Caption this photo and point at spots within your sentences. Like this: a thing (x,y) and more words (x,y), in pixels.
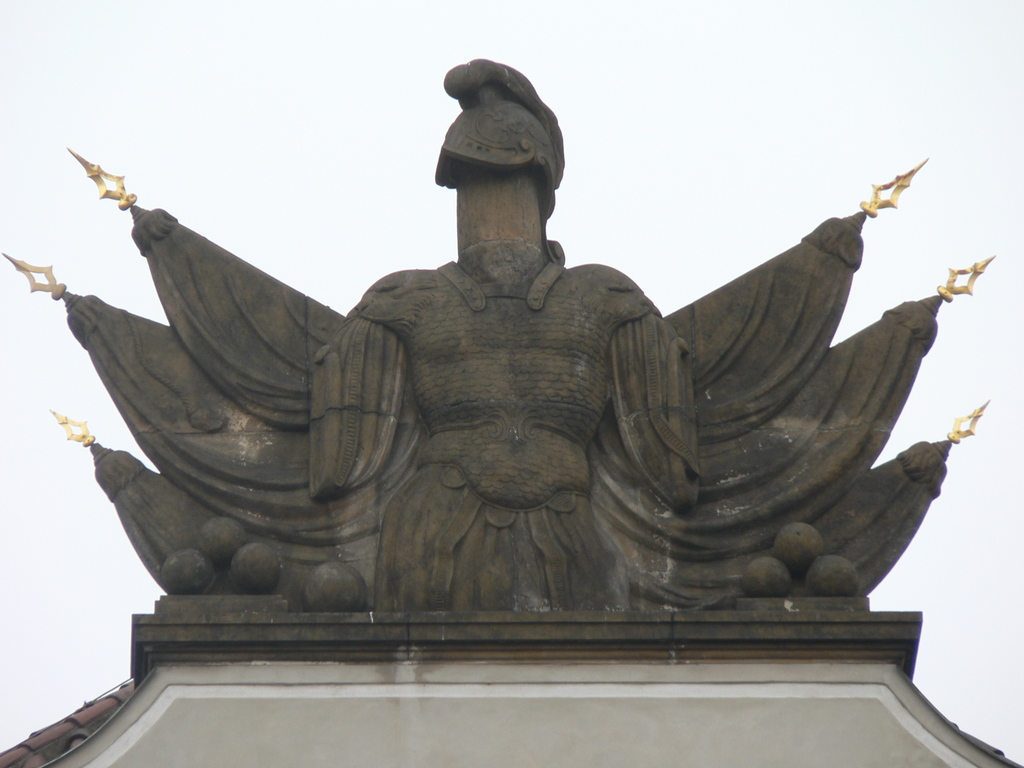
Here in this picture we can see a statue (160,280) present on a arch (104,756) over there.
